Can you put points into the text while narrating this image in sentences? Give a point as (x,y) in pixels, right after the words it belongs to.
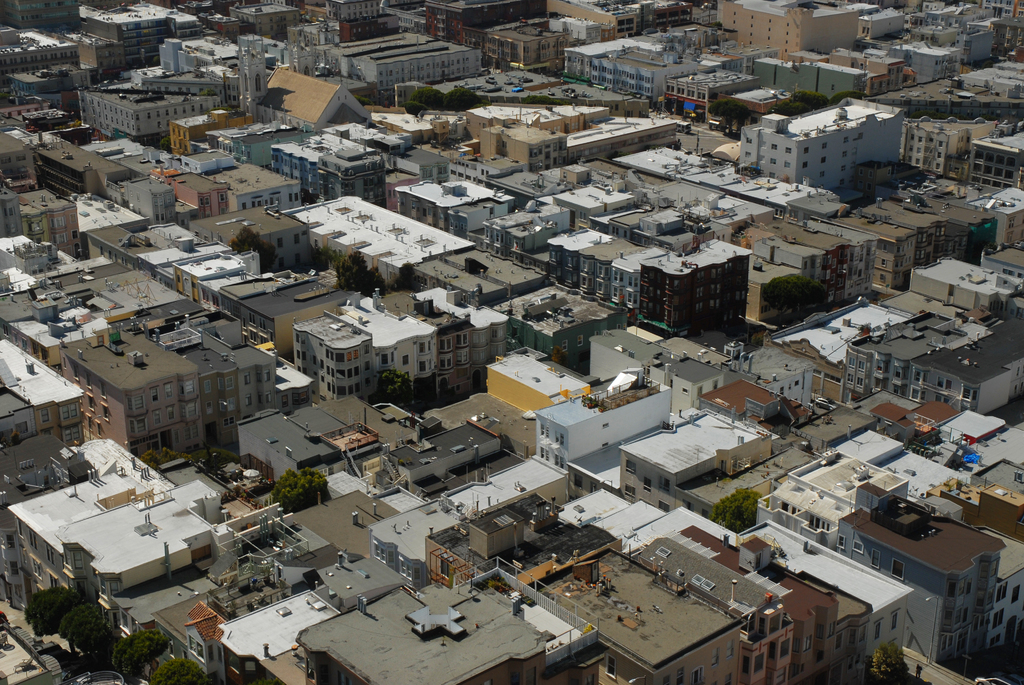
In this image we can see buildings (555,220), road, trees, vehicles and poles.
